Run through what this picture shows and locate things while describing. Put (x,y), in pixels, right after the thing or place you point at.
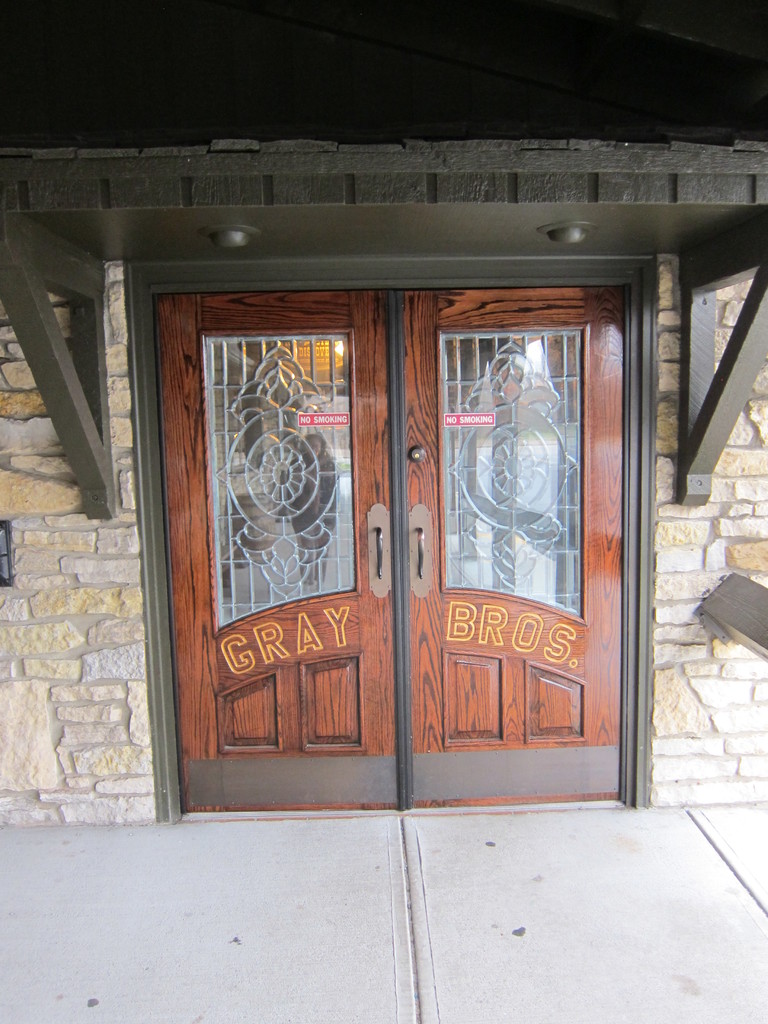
In this image we can see doors (421,542). On the doors (308,598) something is written. Near to the doors (263,604) there are walls (676,496). Also there are wooden stands (89,442) on the wall (68,310).
